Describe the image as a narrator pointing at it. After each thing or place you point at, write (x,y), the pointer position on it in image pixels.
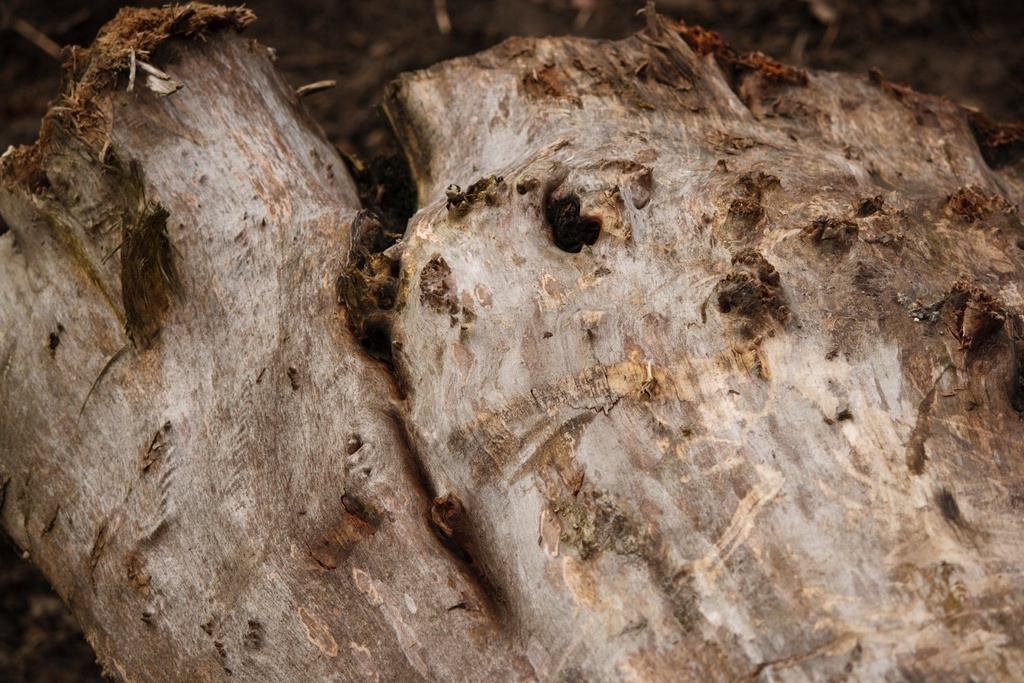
In this image I can see the tree trunk (564,336) in brown and white color.
